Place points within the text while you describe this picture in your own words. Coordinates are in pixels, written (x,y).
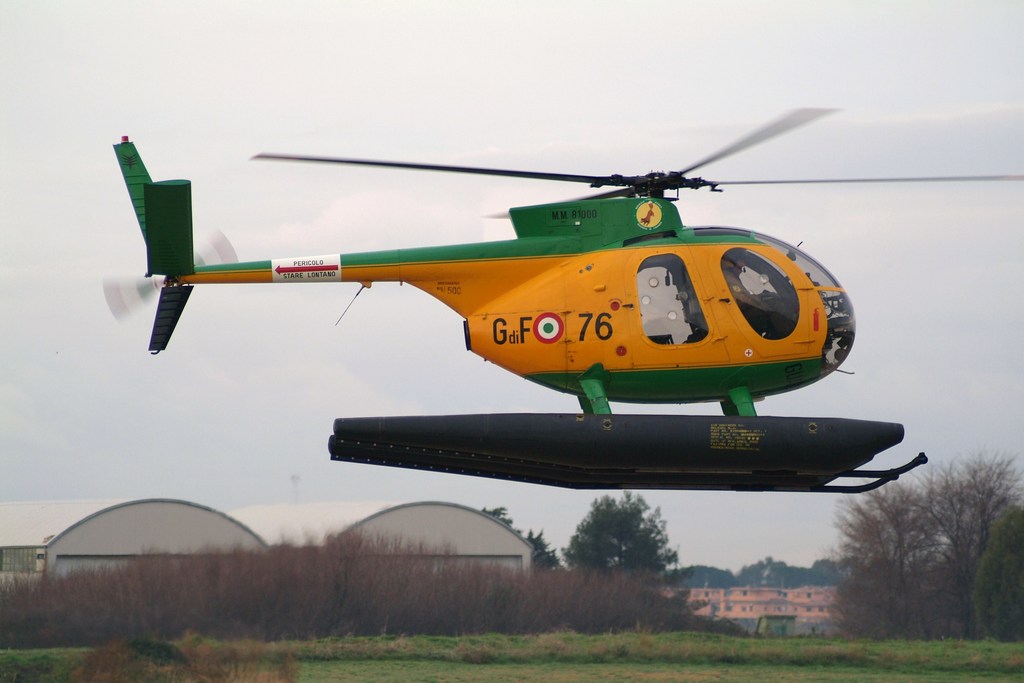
In this image, we can see a helicopter (511,349) and in the background (133,525), there are buildings (761,614), sheds (507,561) and we can see trees (355,580). At the bottom (459,643), there is ground (460,639).
